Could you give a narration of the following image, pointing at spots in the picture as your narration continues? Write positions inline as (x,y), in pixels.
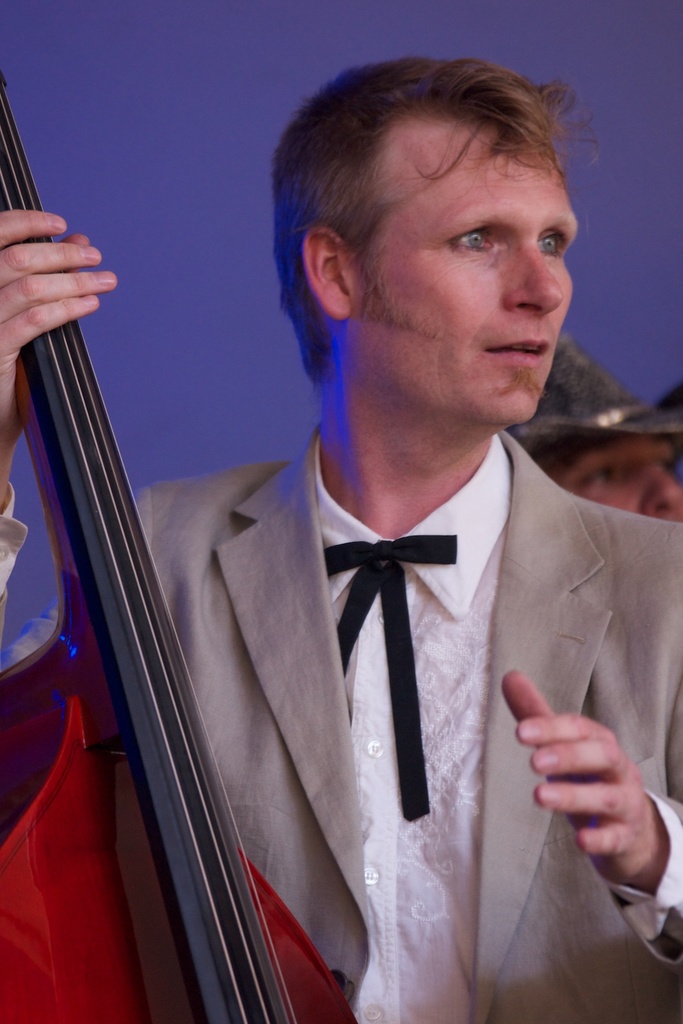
In this picture there is a person (366,581) wearing a suit (263,678), he is playing a string instrument (108,808), behind him there is a person (612,446) wearing hat (603,407). The background (112,64) is blurred.
